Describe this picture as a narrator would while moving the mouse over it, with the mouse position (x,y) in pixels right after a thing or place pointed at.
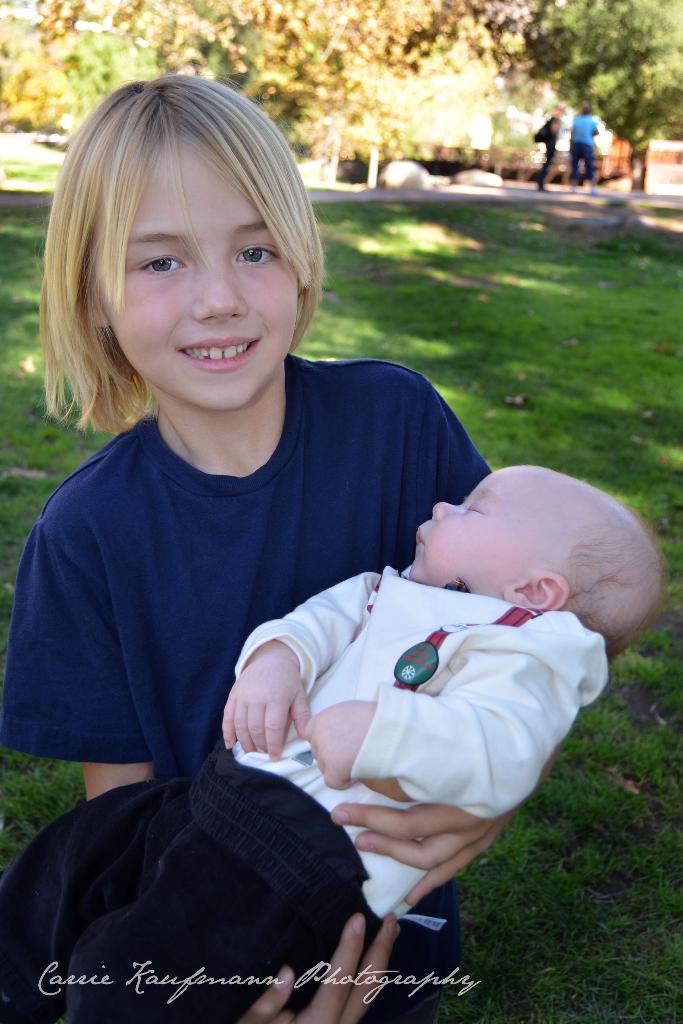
In the center of the image (249,561) we can see a girl (187,607) and she is holding a baby (333,601). And we can see she is smiling. At the bottom of the image (265,975), we can see some text (131,972). In the background (597,13), we can see trees (499,62), grass (533,232), two persons (541,173) are standing and a few other objects (530,169).
